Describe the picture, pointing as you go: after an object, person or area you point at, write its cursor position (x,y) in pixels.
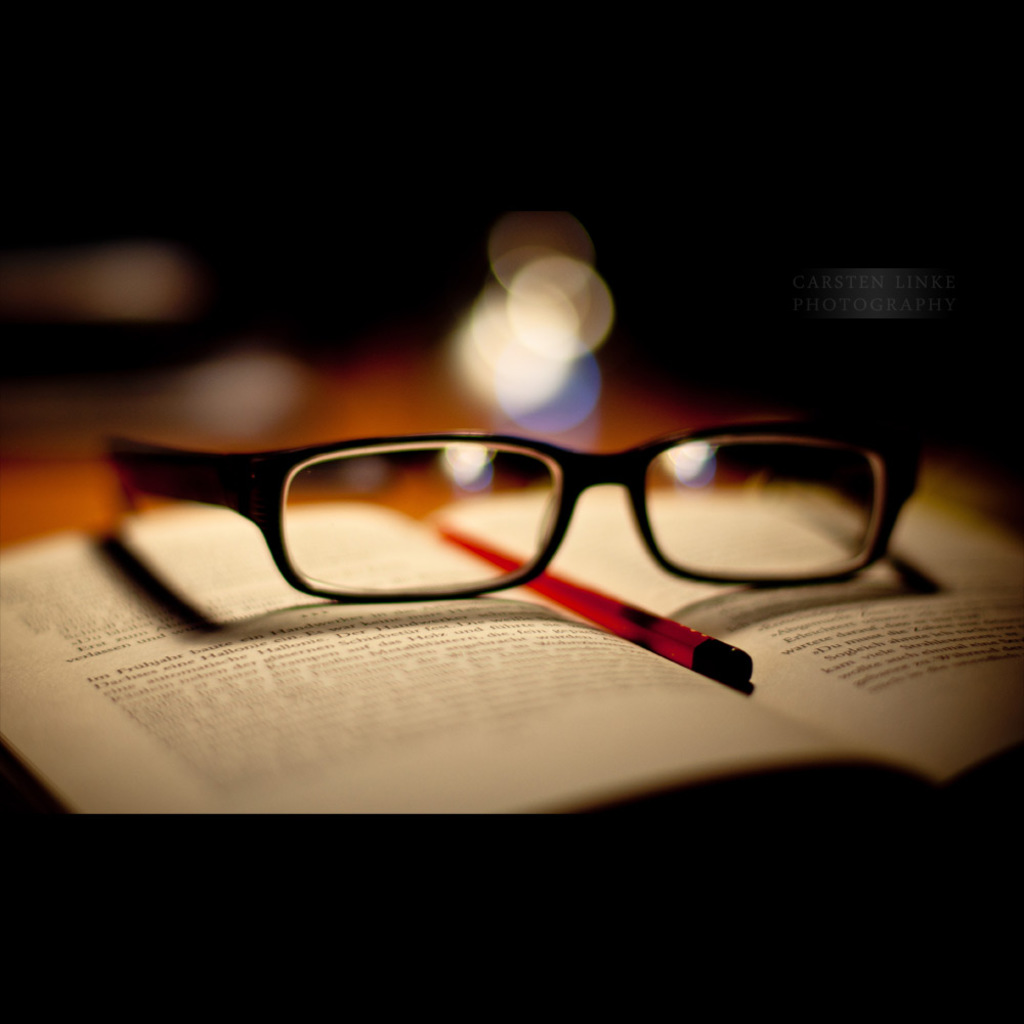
In this picture we can see a pen (641,629) and spectacles (585,477) on the book (641,664), in the background (521,313) we can see few lights (540,344).
